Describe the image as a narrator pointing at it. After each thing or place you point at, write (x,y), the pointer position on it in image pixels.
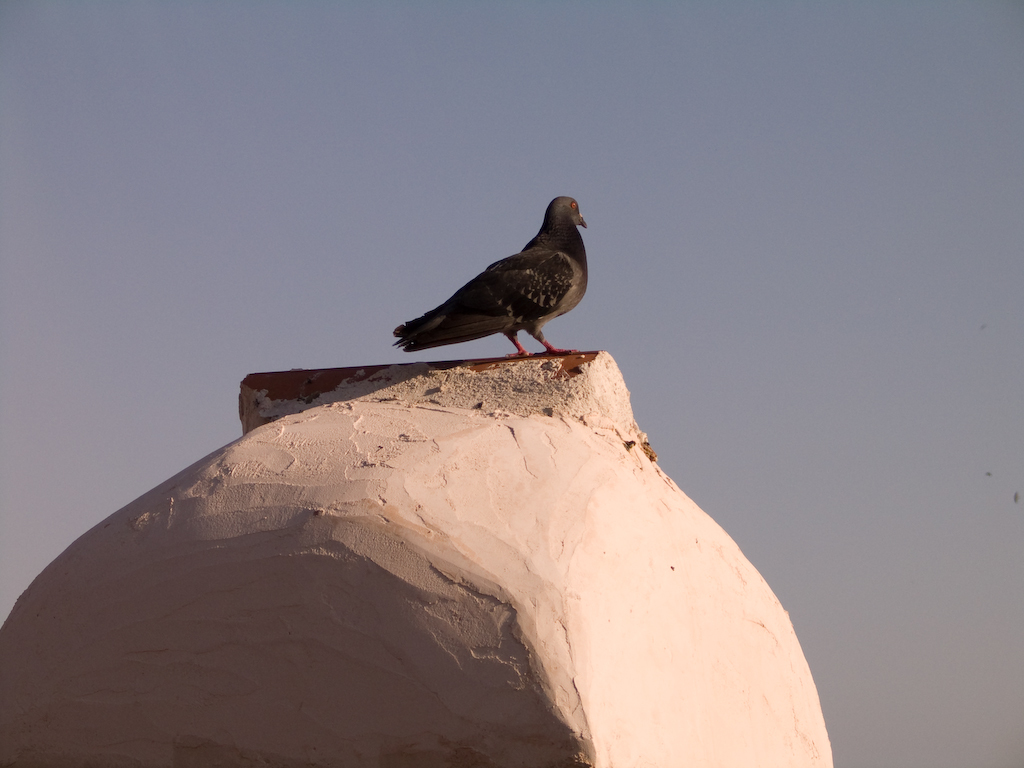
In this image we can see a bird (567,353) on the concrete surface (551,531). On the backside (741,194) we can see the sky (754,294) which looks clear.
